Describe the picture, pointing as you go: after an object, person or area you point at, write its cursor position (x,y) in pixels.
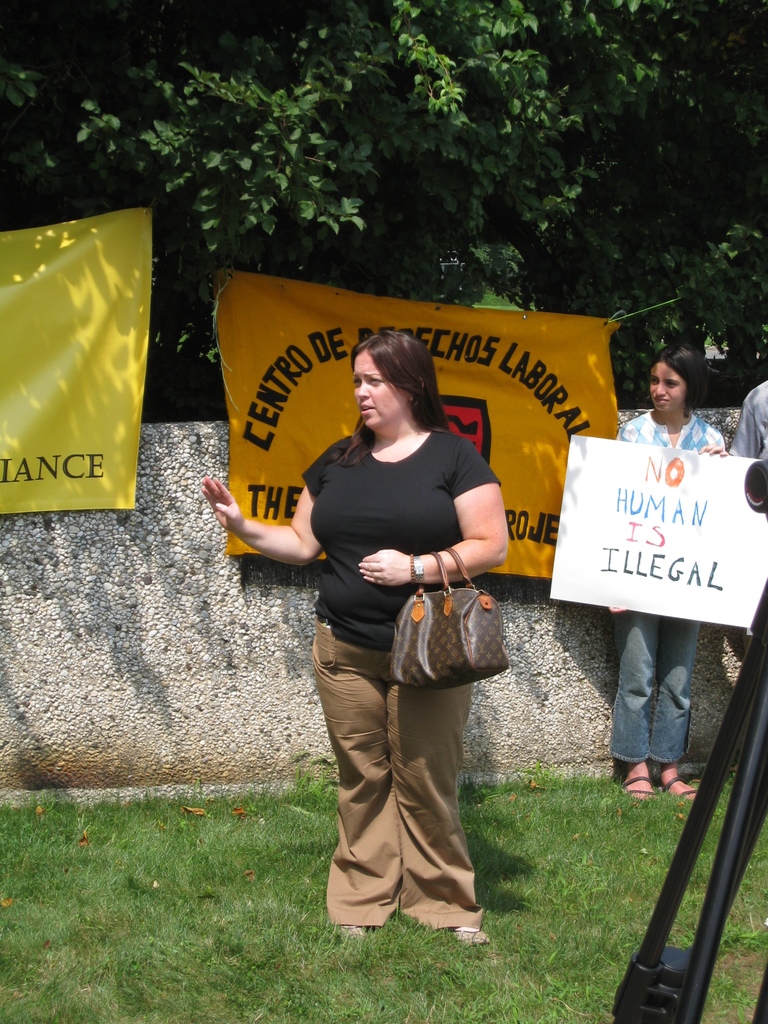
In the picture we can see a woman (421,808) standing on the grass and holding a handbag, she is wearing a black T-shirt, beside her there is another woman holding a board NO HUMAN IS ILLEGAL, in the background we can see some banner (527,378), with yellow and lemon color with a wall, and we can also see a tree (530,178).
